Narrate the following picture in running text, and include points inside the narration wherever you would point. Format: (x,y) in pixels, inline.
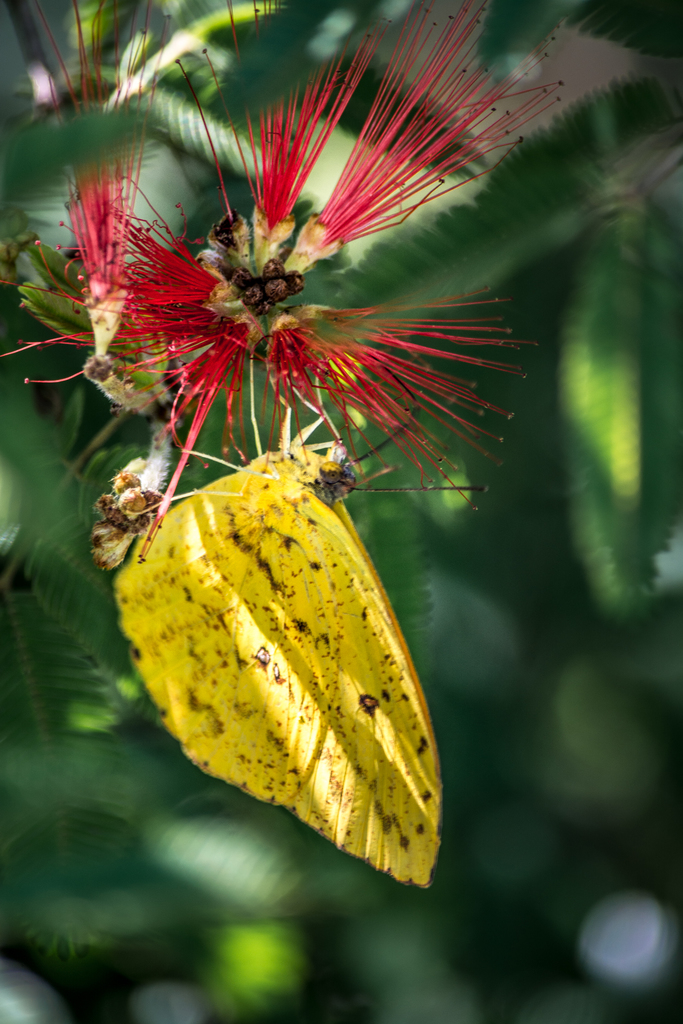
In this picture we can see a butterfly (337,655) on the flower (215,373), and we can see blurry background (471,856).
